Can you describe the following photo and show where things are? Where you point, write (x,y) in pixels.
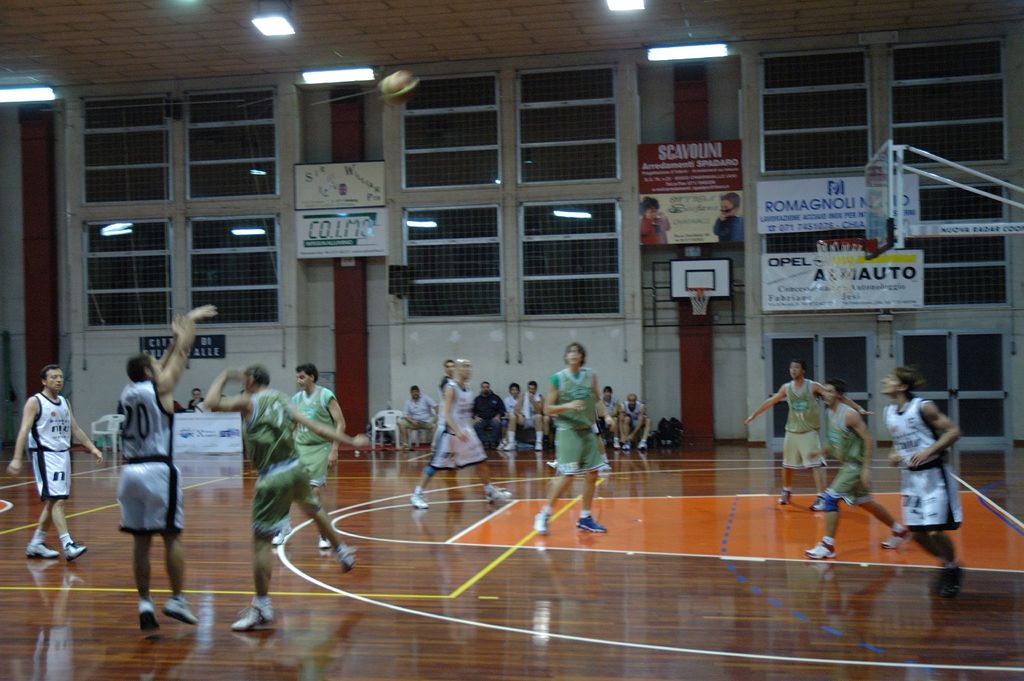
In this image we can see people (260,422) playing basketball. On the right side (880,252) there is a board (879,236) with net (853,271). In the back (803,297) there is a wall (399,250) with banner (786,275). Also there are windows (493,229). On the ceiling (313,67) there are lights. And we can see few people (635,411) sitting on chairs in the back (418,388). Also there is a board (677,286) with net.
